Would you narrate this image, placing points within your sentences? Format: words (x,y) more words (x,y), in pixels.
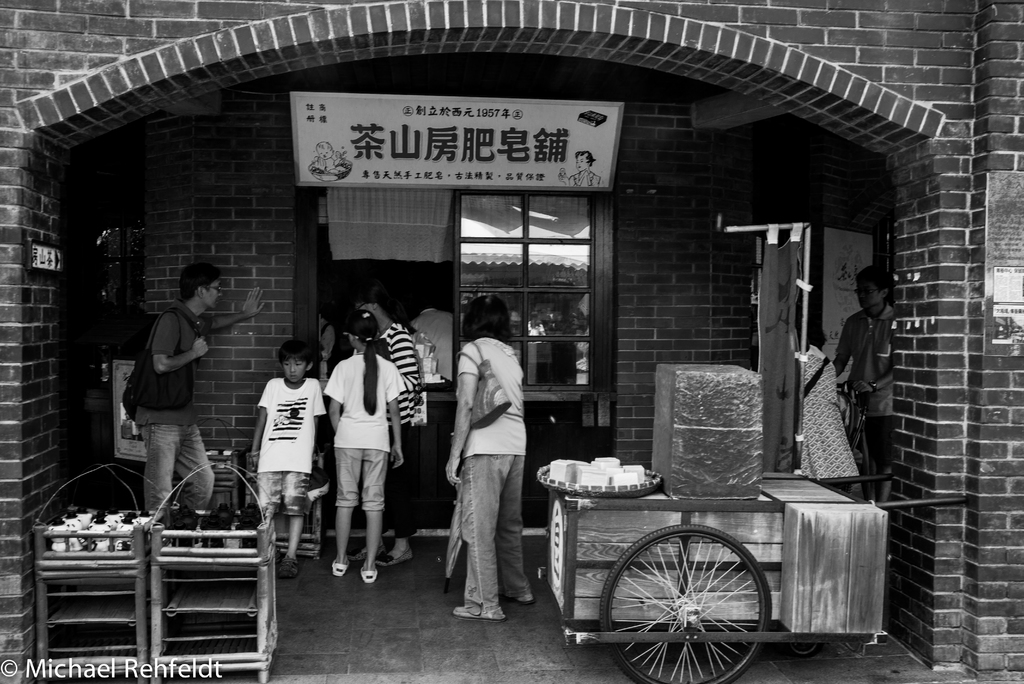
This is black and white picture, there are people (464,482) and this person (531,596) carrying a bag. We can see basket (564,485) and objects (631,469) on cart (679,564) and we can see objects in stands (89,563). In the background (494,167) we can see wall (238,222), glass window (549,364) and board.
